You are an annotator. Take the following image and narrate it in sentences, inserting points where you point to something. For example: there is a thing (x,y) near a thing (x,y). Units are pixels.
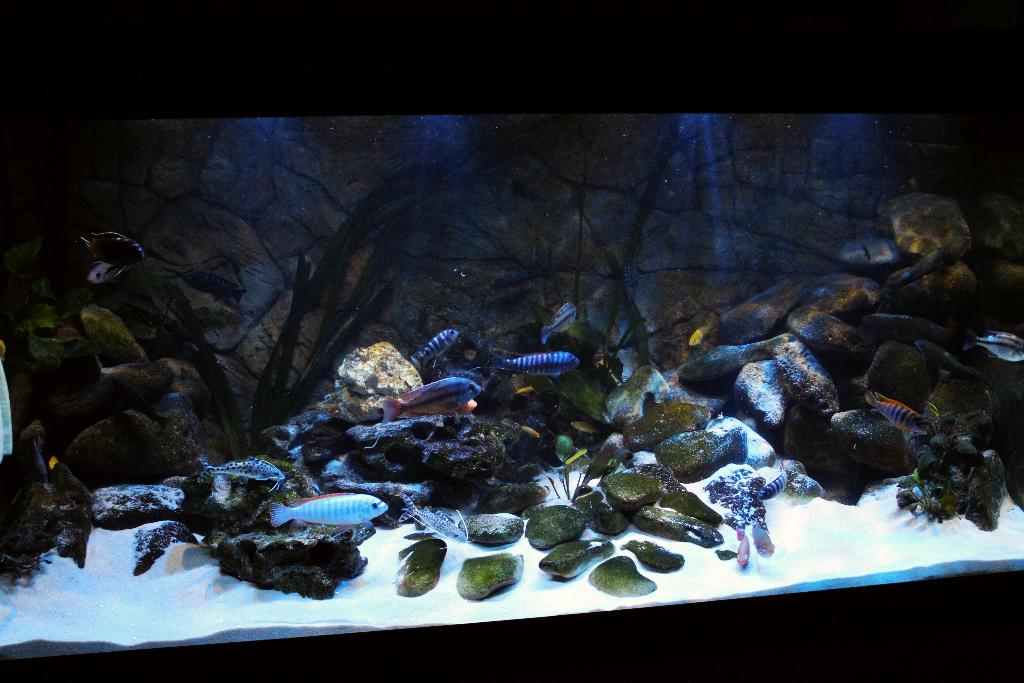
This looks like an aquarium (772,503). I can see different types of fishes (378,504) moving in the water (476,475). These are the rocks (636,426). In the background (251,202), that looks like a wall (269,225).
